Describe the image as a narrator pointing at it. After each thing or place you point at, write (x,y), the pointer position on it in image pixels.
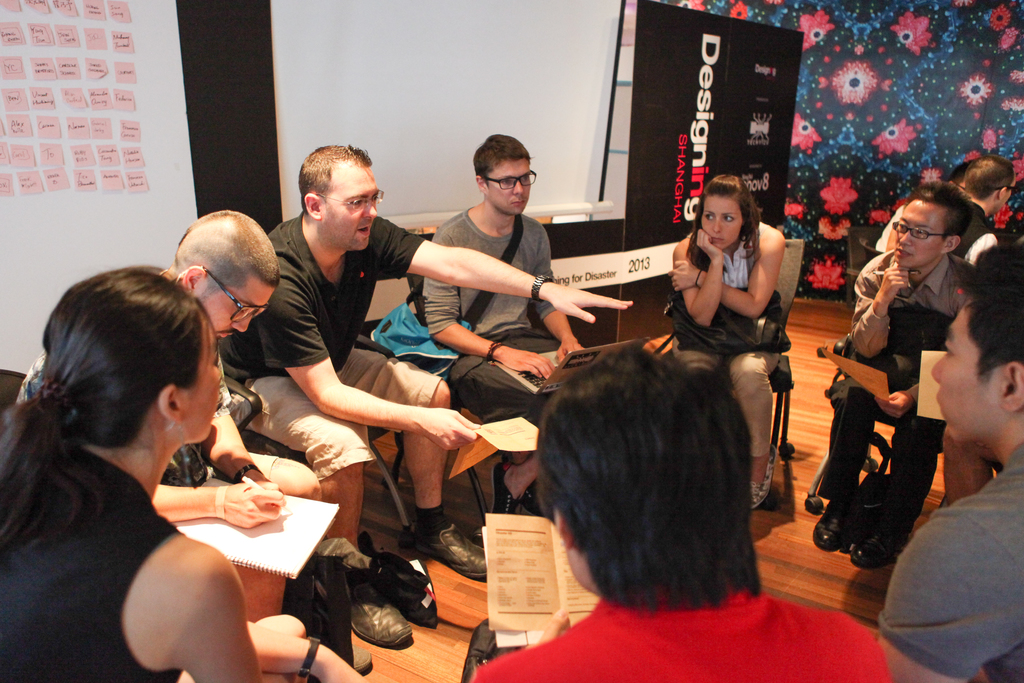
In the center of the image (492,333) a group of people (505,324) sitting on a chair (419,295), some of them are holding books (288,553) in their hand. In the background of the image (765,108) we can see boards (641,37), wall (967,151). At the bottom of the image (465,636) there is a floor (466,651).
